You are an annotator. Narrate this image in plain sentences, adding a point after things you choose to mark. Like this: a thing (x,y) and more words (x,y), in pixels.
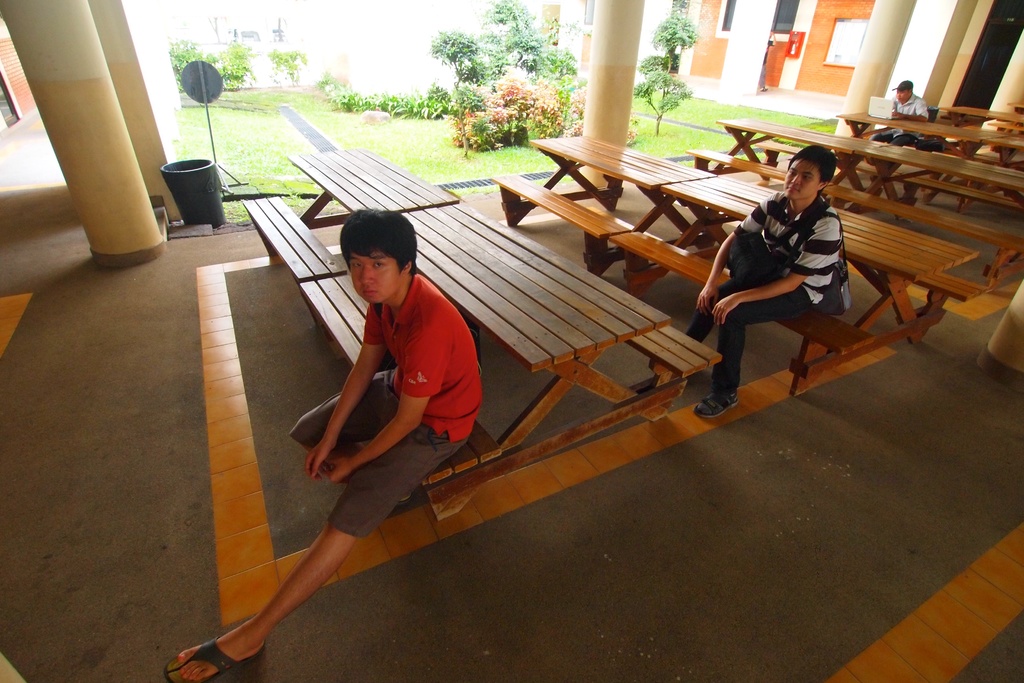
wooden benches (291,216) are placed on which 3 people (797,245) are seated. behind them there are pillars (625,98) and trees (489,85). at the right corner (783,16) there is a building (830,37).
